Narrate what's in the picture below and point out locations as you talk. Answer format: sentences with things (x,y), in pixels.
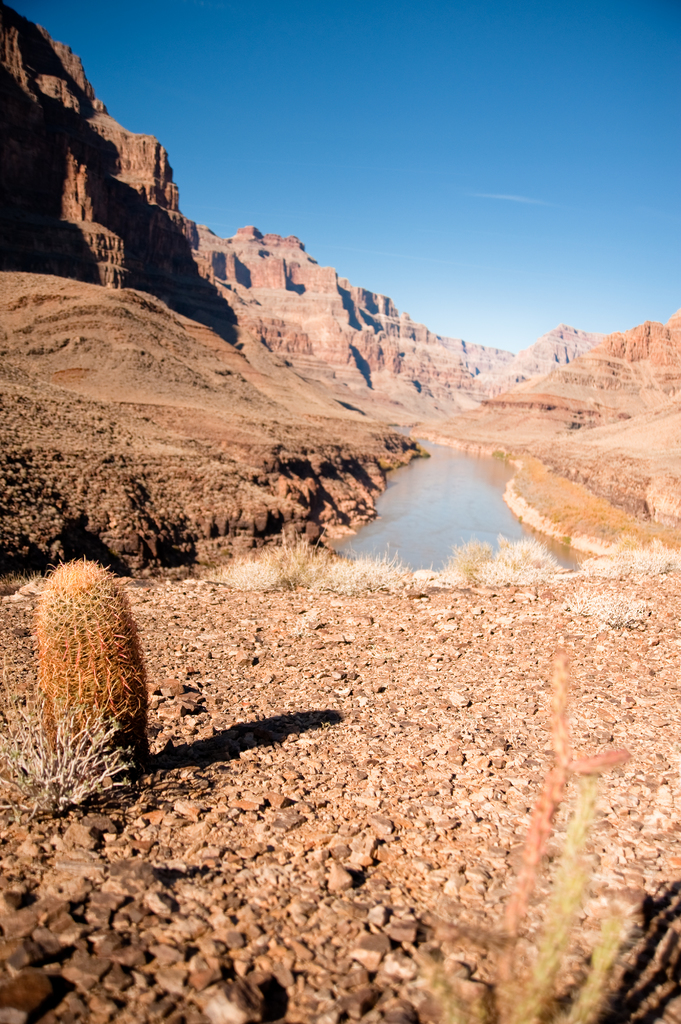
In this image we can see few plants (122,691). There are rocky mountains (200,384) in the image. There is a lake (450,507), a blue and clear sky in the image.
